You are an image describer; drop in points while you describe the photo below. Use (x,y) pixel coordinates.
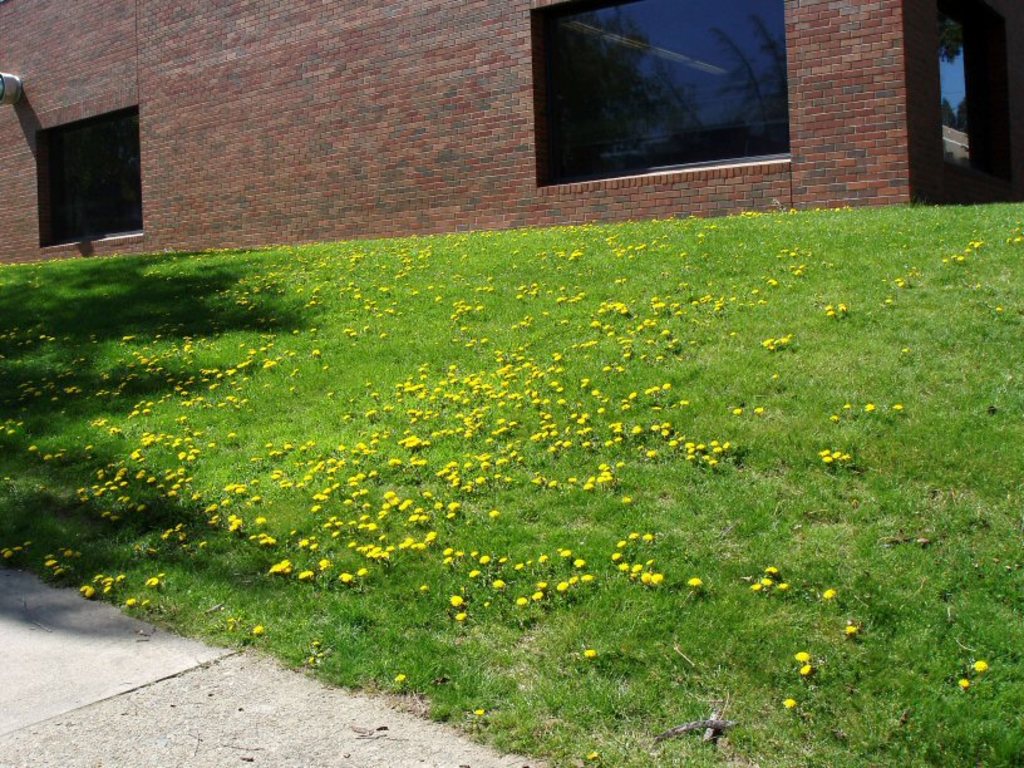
In this image there are plants (575,578) having flowers (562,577). There are plants (565,553) on the grassland (676,586). Background (458,14) there is a wall (425,165) having windows (943,54). Left bottom there is a path (97,690).
